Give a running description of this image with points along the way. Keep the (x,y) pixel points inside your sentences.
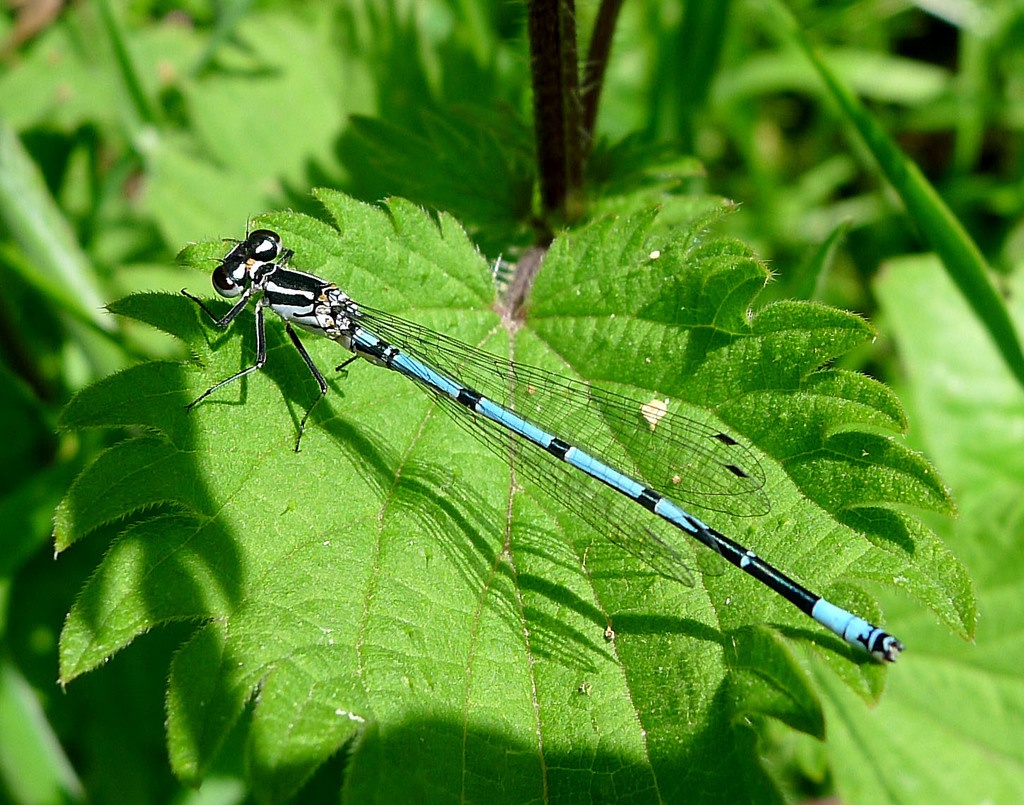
In this image I can see an insect (533,465) on the leaf (304,454) and the insect (385,341) is in black, white and blue color and the leaves (250,116) are in green color.
